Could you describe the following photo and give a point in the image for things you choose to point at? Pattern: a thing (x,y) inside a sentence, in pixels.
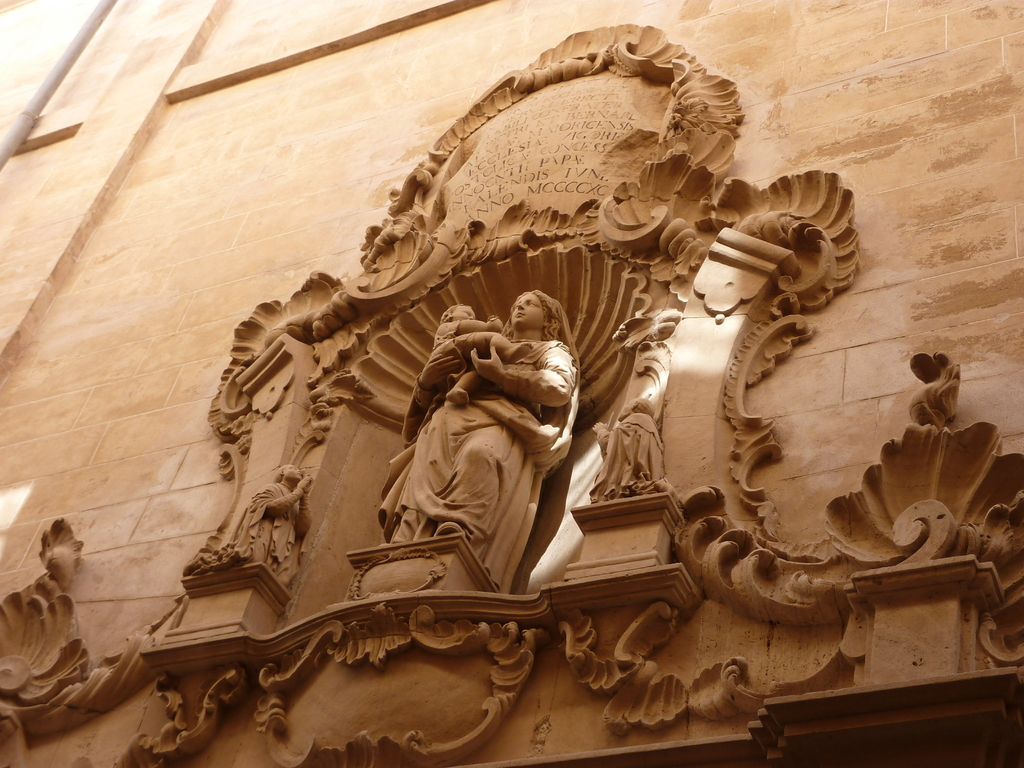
In this image I can see there is a statue (491,434) of a woman (514,404) holding the baby (461,383) and there is the text (564,132) at the top (530,129) on this wall (295,229).
